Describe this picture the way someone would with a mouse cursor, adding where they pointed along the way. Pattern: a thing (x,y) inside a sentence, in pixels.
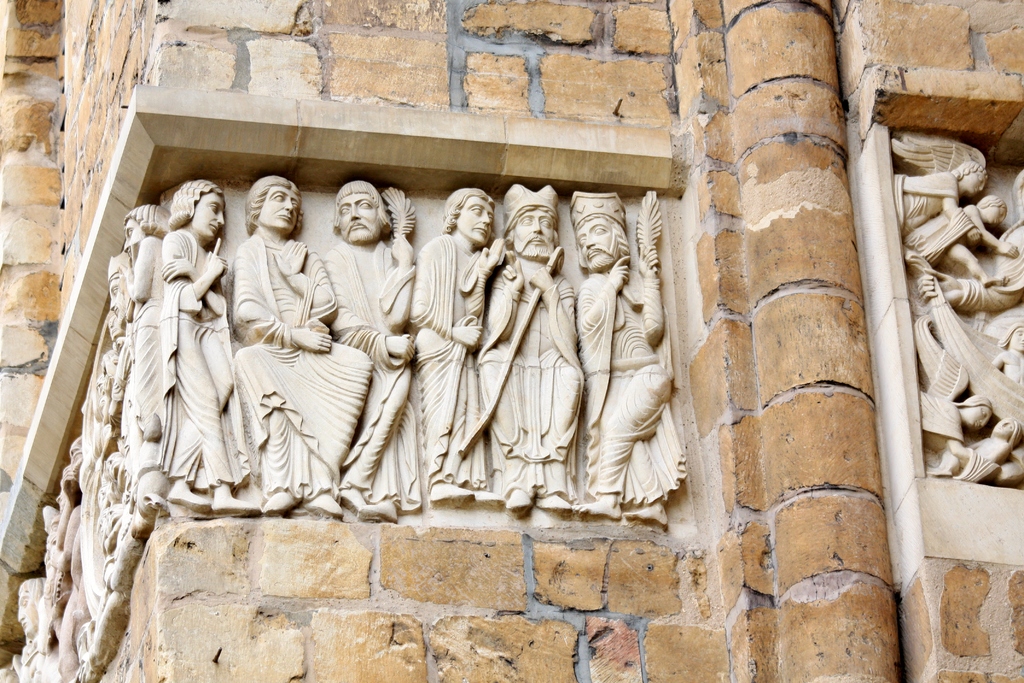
In this image in the center (470,278) there are some sculptures (973,254), and there is a wall (470,100).
